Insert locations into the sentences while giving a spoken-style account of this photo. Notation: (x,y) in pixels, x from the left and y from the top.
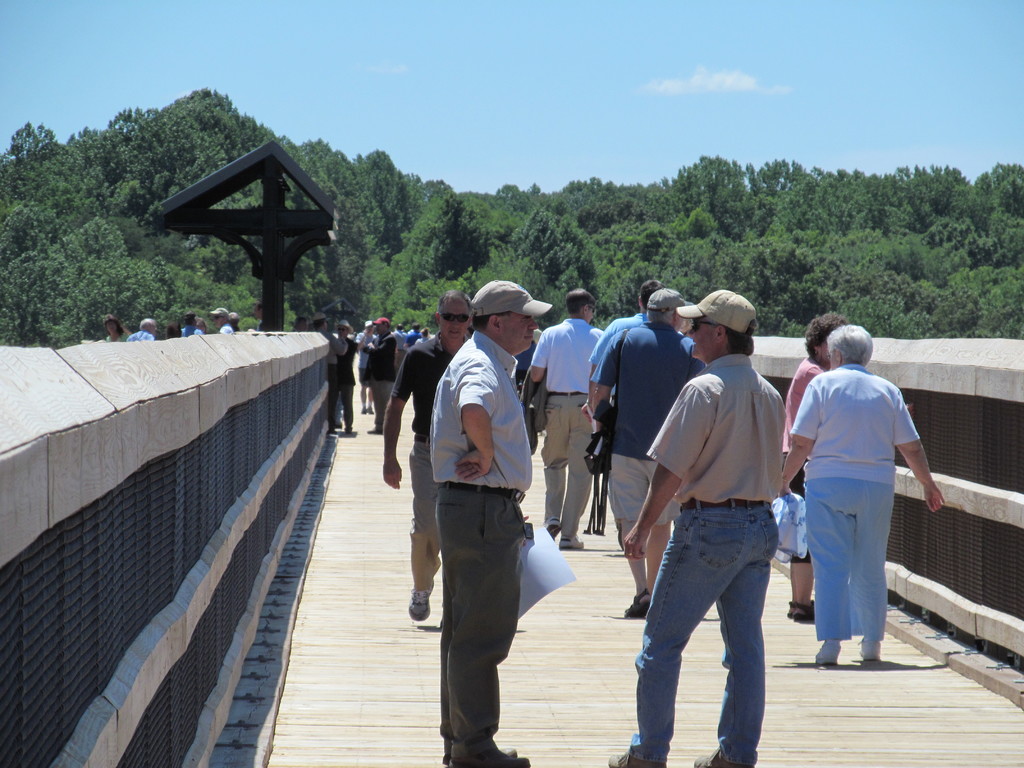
In the image in the center (510,357), we can see a few people (551,353) are standing and holding some objects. In the background (544,98), we can see the sky (460,80), clouds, trees (840,189) and bridge (289,553).
